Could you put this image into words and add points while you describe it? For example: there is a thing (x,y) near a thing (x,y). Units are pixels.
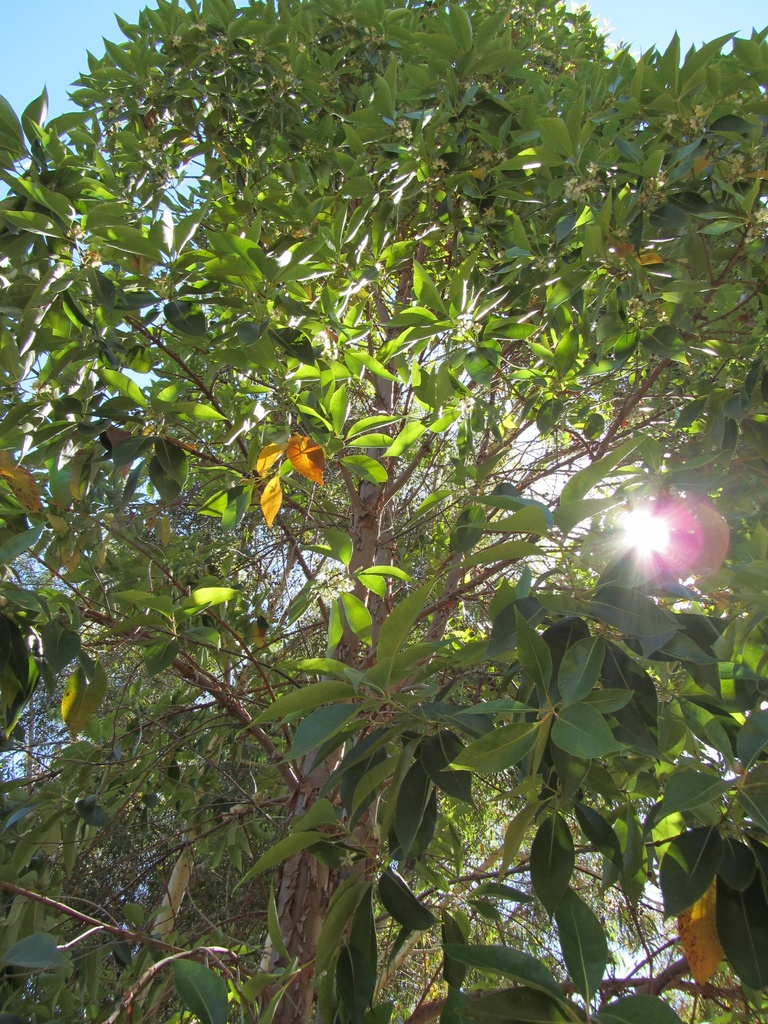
In this image we can see trees (335,702) and sun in the sky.
